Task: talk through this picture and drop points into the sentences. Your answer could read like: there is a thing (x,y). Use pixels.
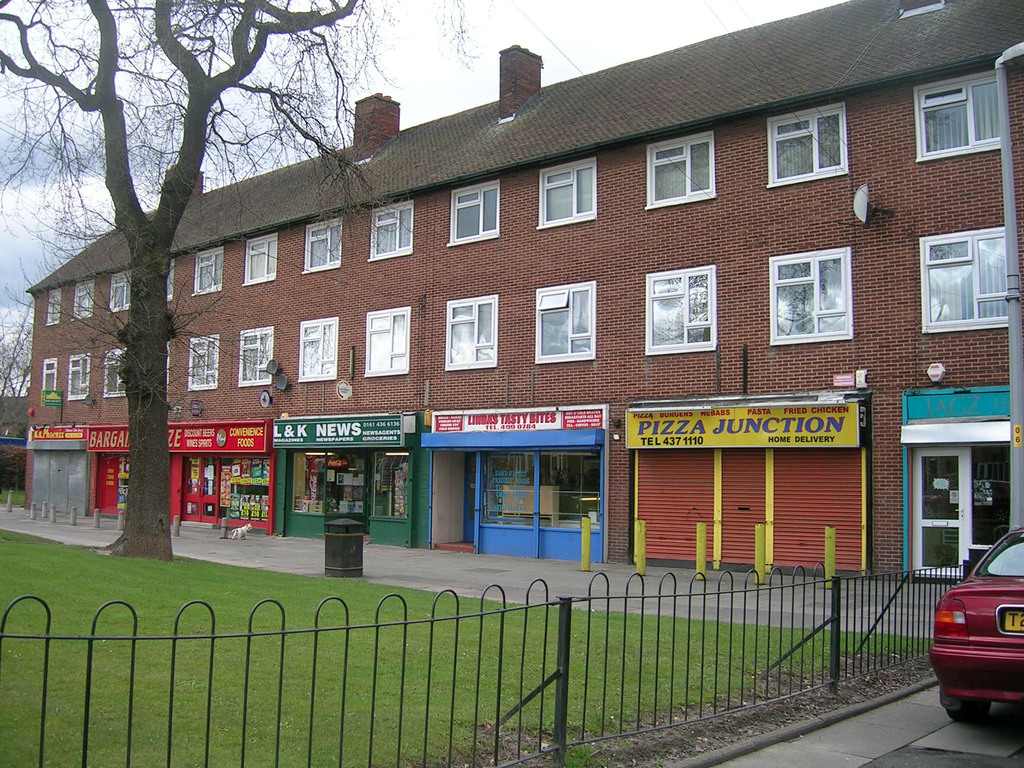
This picture shows a building (503,56) and we see few stores (410,468) and we see couple of trees (152,554) and grass (172,584) on the ground (814,673) and we see a car (946,668), It is red in color and we see a pole light (1010,482) and a metal fence (882,619) and we see a dustbin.
